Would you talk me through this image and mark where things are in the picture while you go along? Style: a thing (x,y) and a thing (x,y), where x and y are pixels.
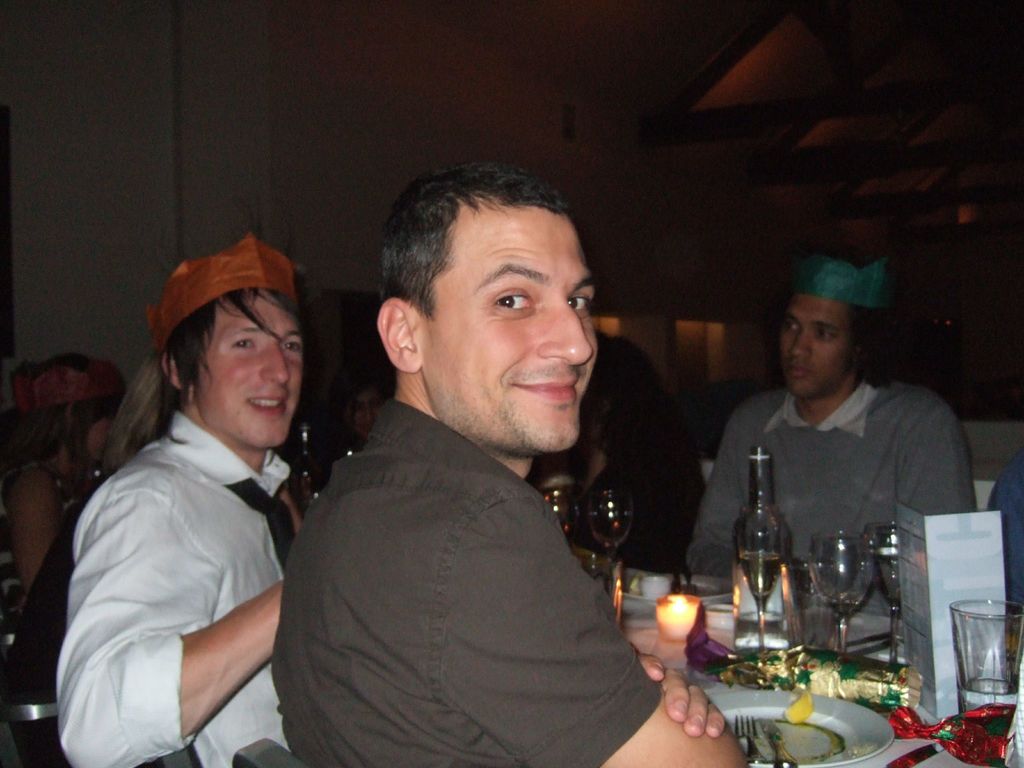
In this image we can see a group of people (495,473) sitting on the chairs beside a table (643,638) containing some plates (840,751), fork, knife (910,766), a bottle (746,623), a paper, wrappers (916,734) and some glasses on it. On the backside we can see a wall (749,398).
